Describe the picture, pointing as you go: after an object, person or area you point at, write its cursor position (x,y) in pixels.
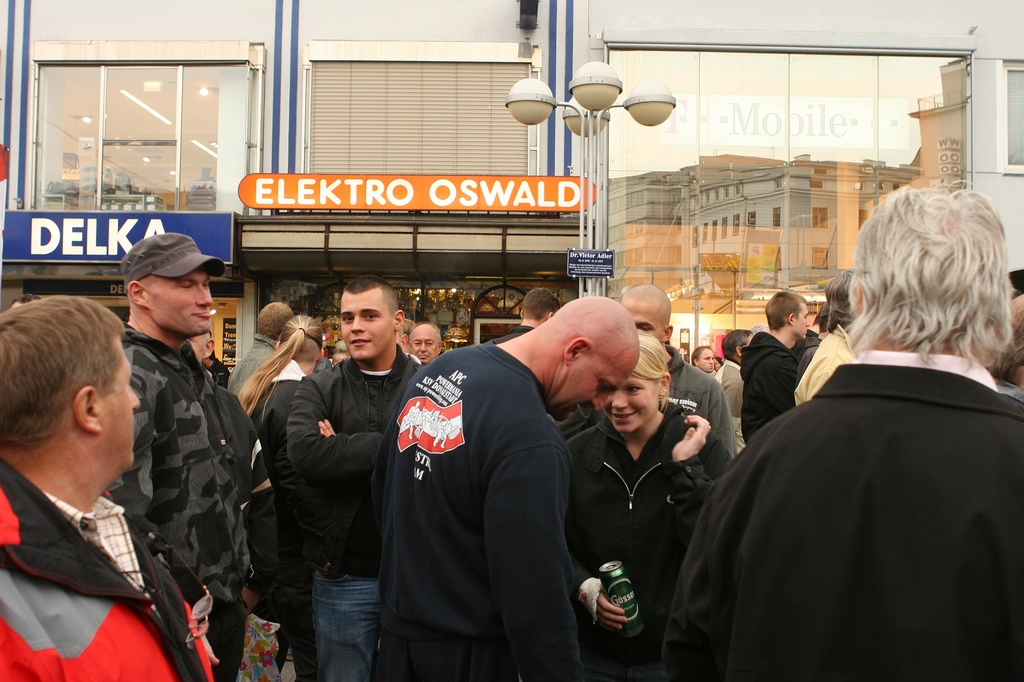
There is a crowd (418,458). In the back (275,109) there are many buildings (301,142) with names (100,226). Also there are light poles (598,174).
